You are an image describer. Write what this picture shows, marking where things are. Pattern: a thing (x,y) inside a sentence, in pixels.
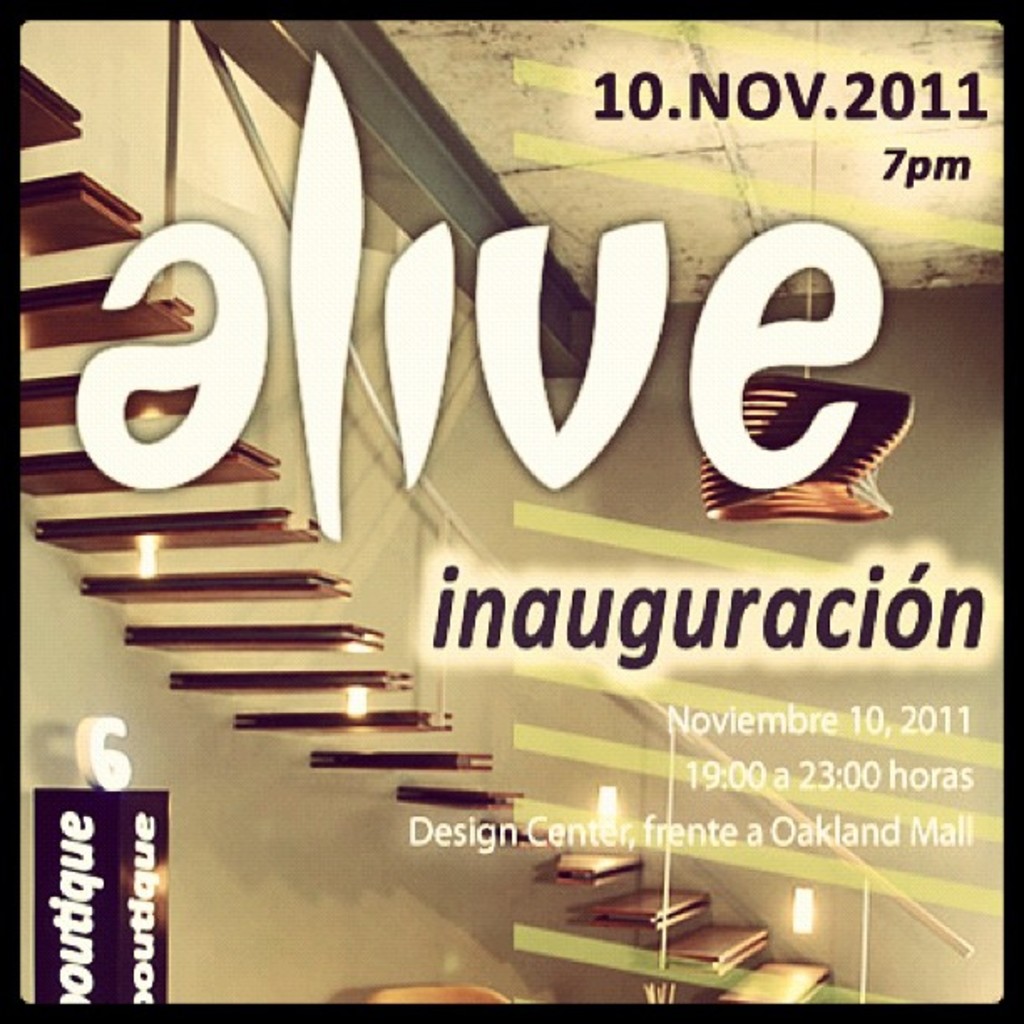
In this picture we can see some text (789,454) and numbers (894,75) on the picture. Behind the text (774,469), we can see a staircase (181,586), a railing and a wall (766,529) in the background (657,487).
